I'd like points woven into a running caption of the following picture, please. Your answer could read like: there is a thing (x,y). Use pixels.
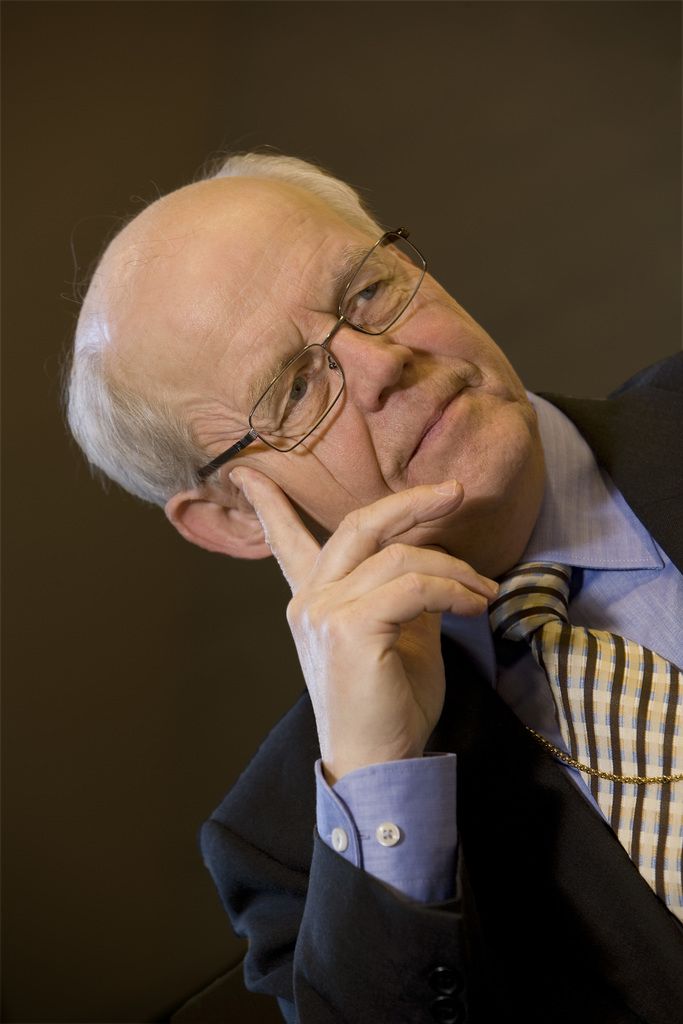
In the image there is an old man (368,532) suit (269,912), shirt (621,612) and tie (629,659) and the background (600,121) is dark.
